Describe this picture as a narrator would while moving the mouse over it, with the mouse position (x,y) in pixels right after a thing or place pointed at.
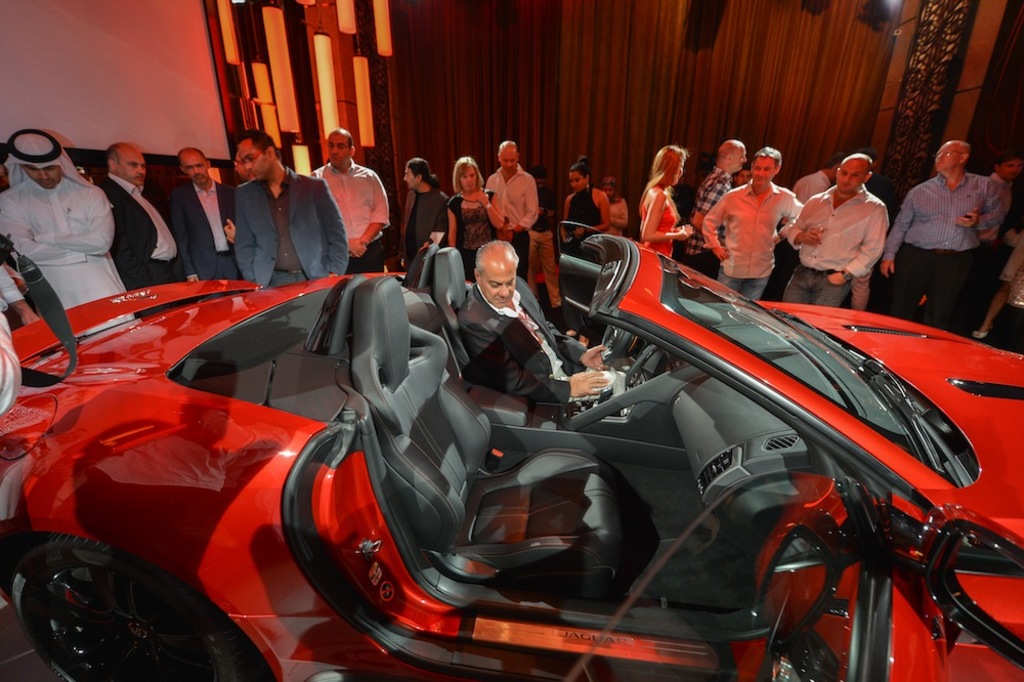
A man (461,324) is sitting in the car (682,392) a group of people (911,279) are standing around this car (28,332).
